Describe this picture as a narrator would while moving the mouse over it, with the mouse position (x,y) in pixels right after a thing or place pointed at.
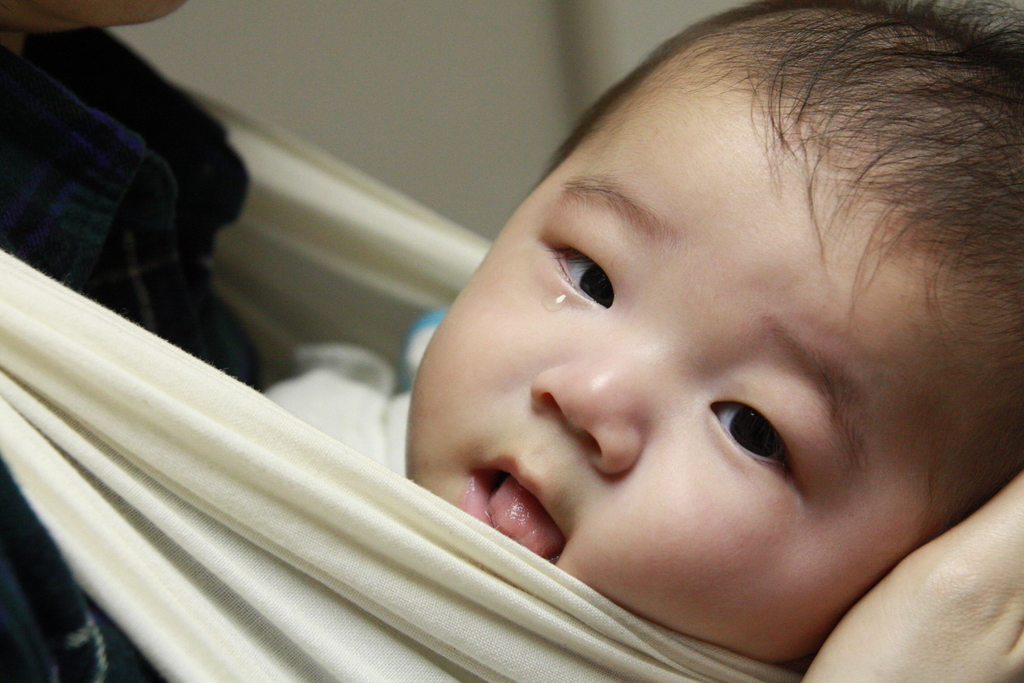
In this image I can see a baby (609,467) and a person (106,215). This image is taken, may be in a room (196,5).
